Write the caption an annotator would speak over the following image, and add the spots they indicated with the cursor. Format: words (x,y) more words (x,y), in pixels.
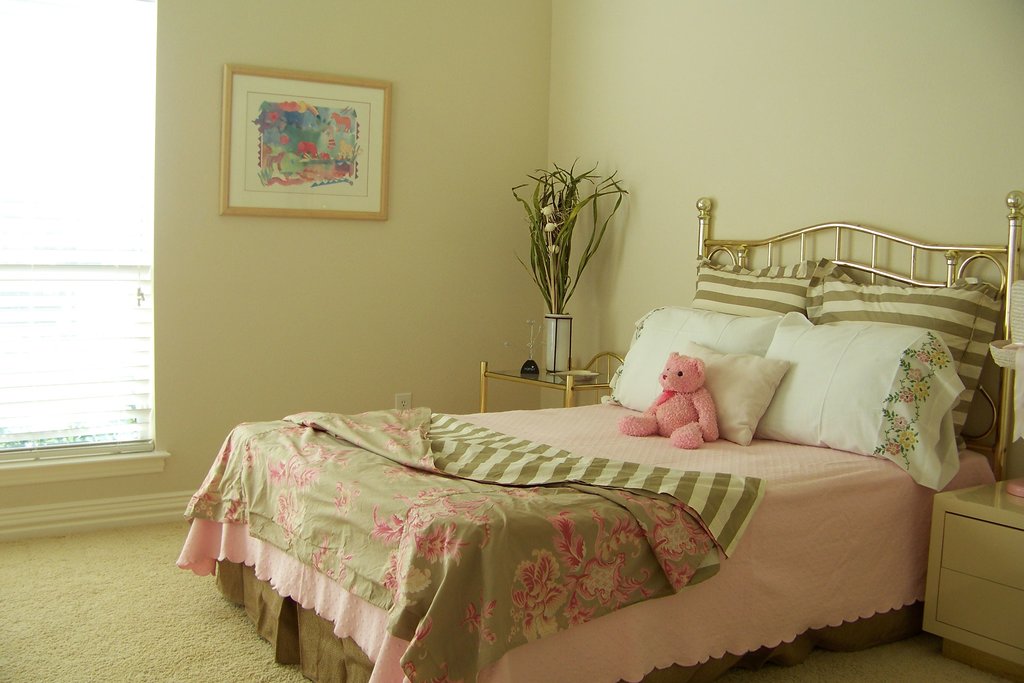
in this image there is one bed (713,530) at right side of this image (735,453). There is a teddy bear (679,407) kept on this bed (661,455). There is a plant (562,292) in middle of this image (544,283) and there is a wall (394,300) in the background (326,305) and there is one photo frame (271,108) attached on the wall (218,158) at left side of this image (284,157) and there is a table (981,565) at bottom right corner of this image (975,572).
